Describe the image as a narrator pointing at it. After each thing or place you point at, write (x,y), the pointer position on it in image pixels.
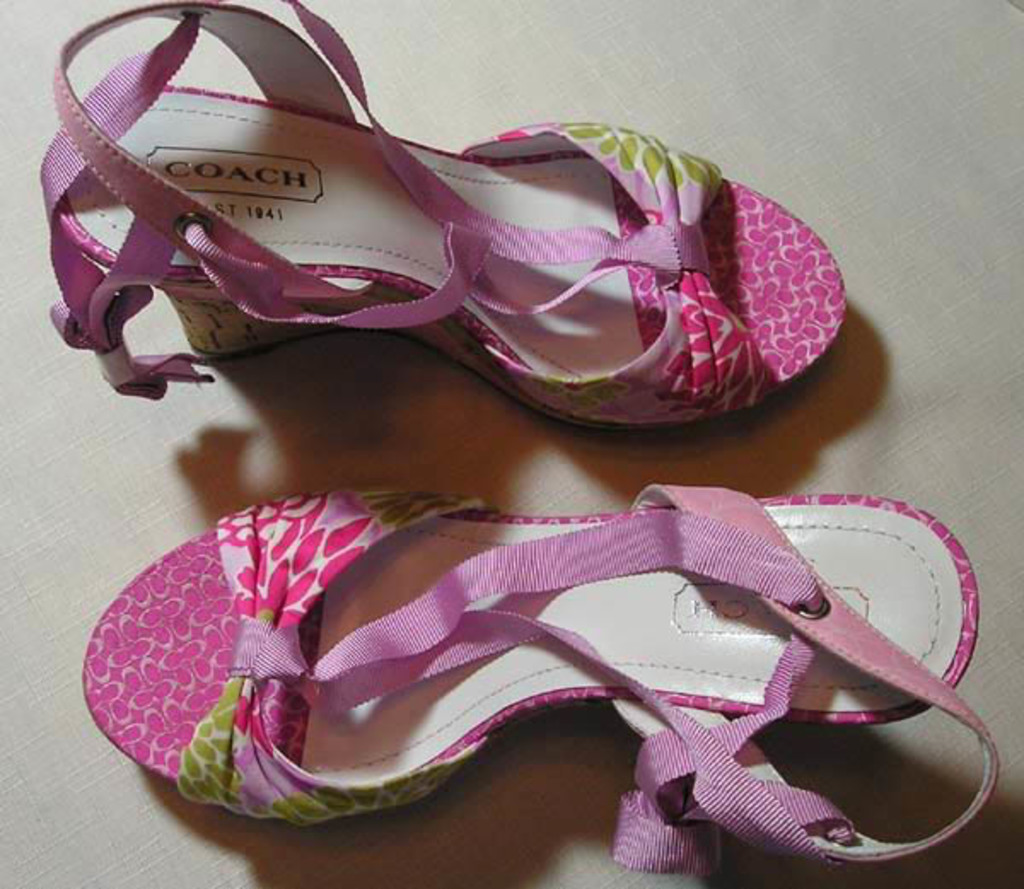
In this image I can see a pink and white colour footwear (93,195). I can also see something is written on it.
